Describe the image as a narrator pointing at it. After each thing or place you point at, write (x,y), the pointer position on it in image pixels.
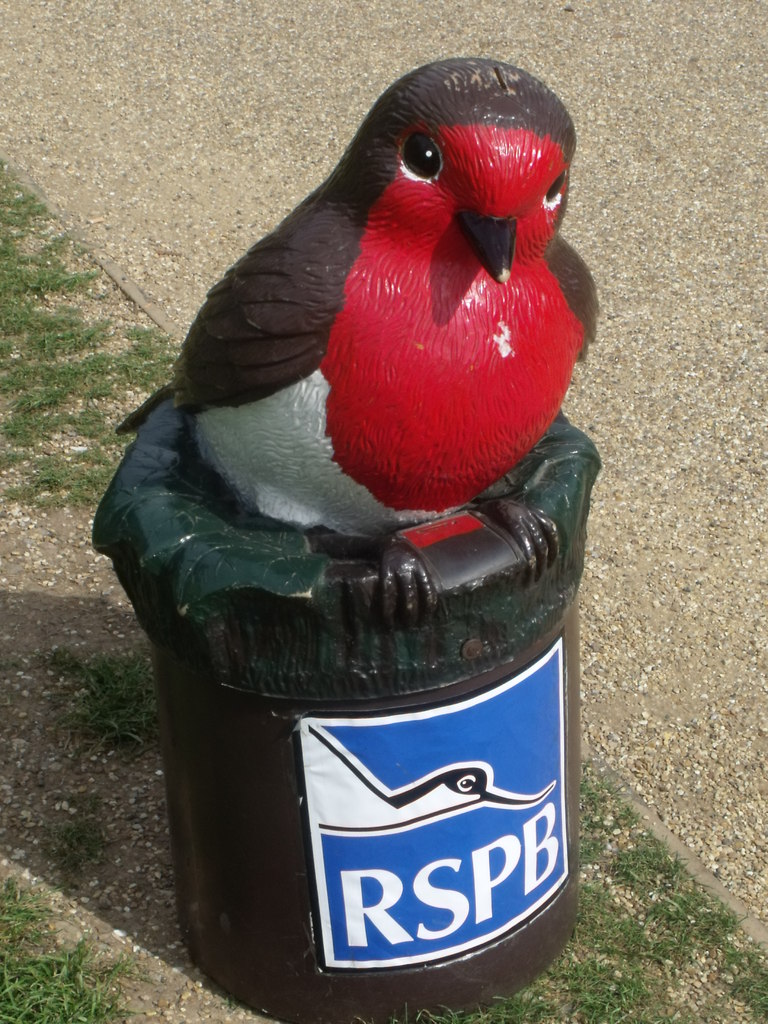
In this image we can see a bird statue (342,423) on the black color structure (272,832). There is a label (552,810) on it. In the background (208,283), we can see land (86,815) and some grass (31,356).
